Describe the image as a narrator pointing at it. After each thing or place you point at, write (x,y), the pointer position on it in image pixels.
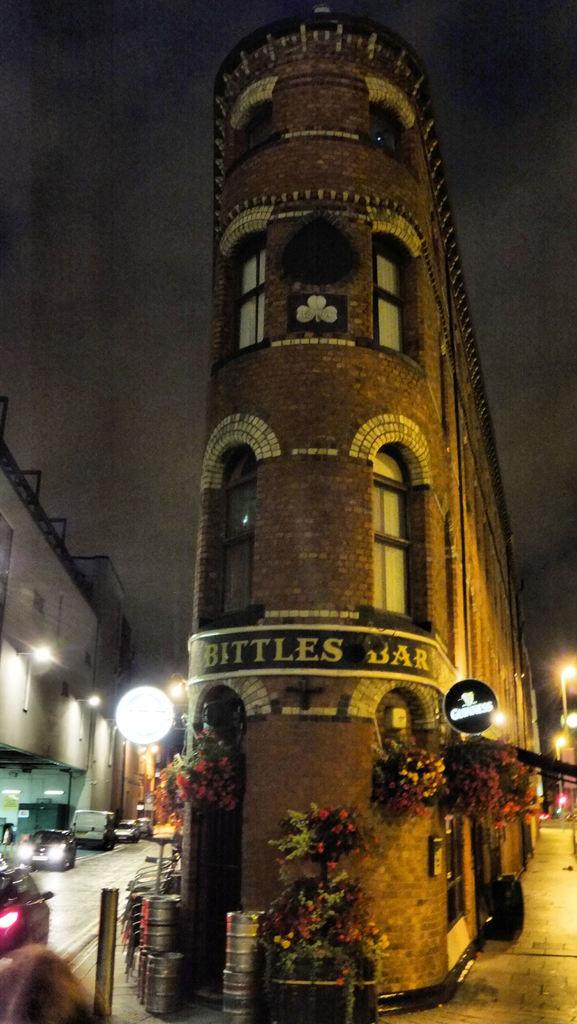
In this image I can see a building (347,361) which is made up bricks (288,458), few windows (253,135) of the building (388,143), few flower bouquets (315,830), few containers (152,964) and few vehicles (40,851) on the road (133,858). I can see few lights (144,722), few buildings (5,619) and the sky (141,249) in the background (93,280).
